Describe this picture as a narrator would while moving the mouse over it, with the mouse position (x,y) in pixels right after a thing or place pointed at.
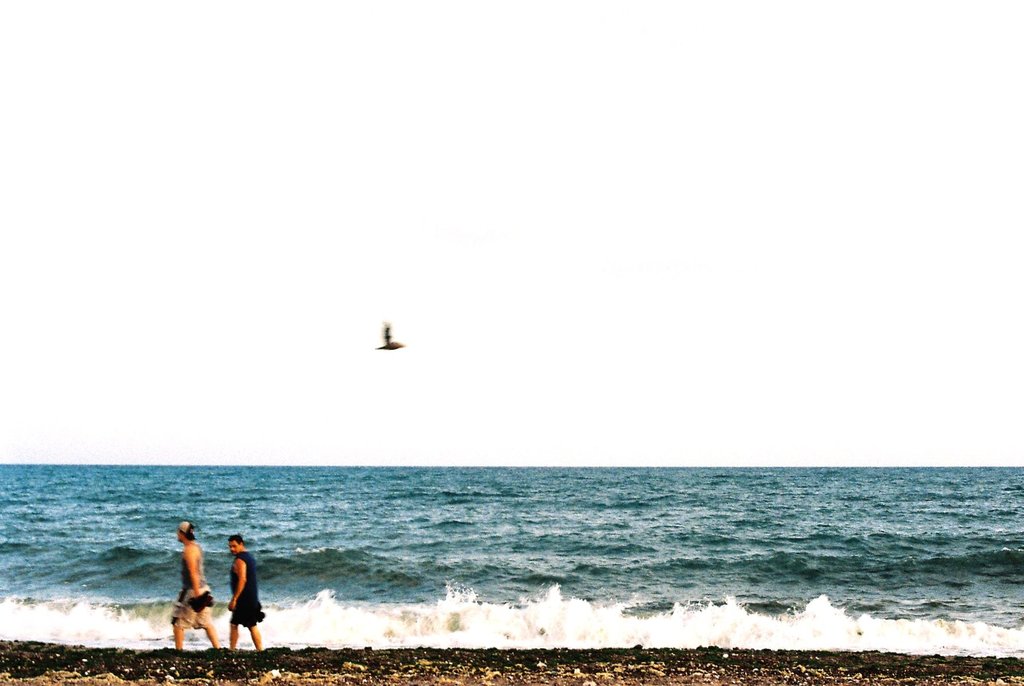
In this image at the bottom left hand side (182,529) there are two people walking and in the middle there is a sea (9,501) and the background (682,221) is the sky (539,431).
